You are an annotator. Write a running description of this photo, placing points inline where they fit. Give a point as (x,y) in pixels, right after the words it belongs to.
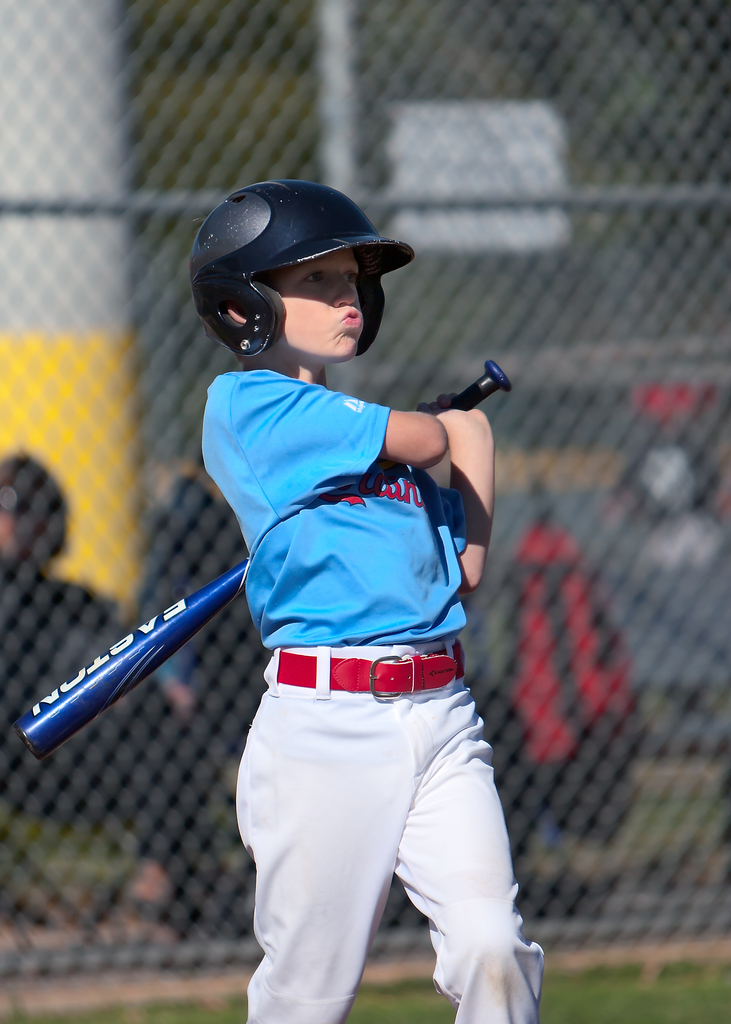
There is boy (304,570) he is holding a baseball bat (159,667) in his hand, he is wearing blue and white dress (296,698) and behind the boy (313,638) there is a mesh (575,701).
